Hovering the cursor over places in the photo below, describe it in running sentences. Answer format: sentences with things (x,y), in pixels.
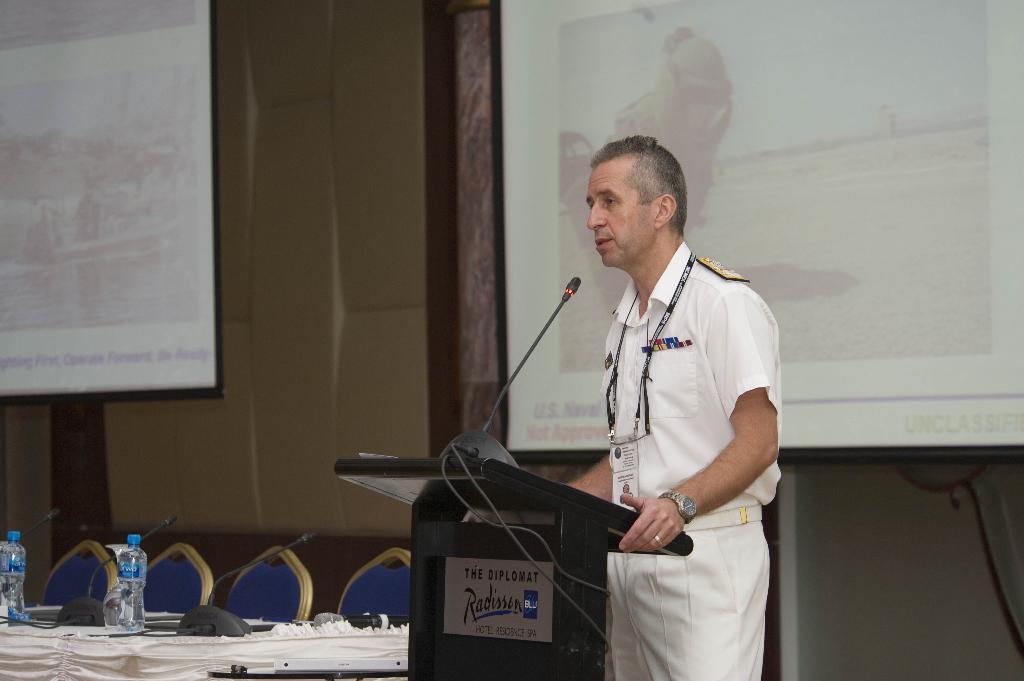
There is a man (611,242) standing, in front of this man (643,380) we can see microphone (495,457) on podium (578,562). We can see microphones (204,606) and bottles (132,618) on the table (222,654) and we can see chairs (375,582). Background (694,138) we can see screens (99,196) and wall (304,219).
